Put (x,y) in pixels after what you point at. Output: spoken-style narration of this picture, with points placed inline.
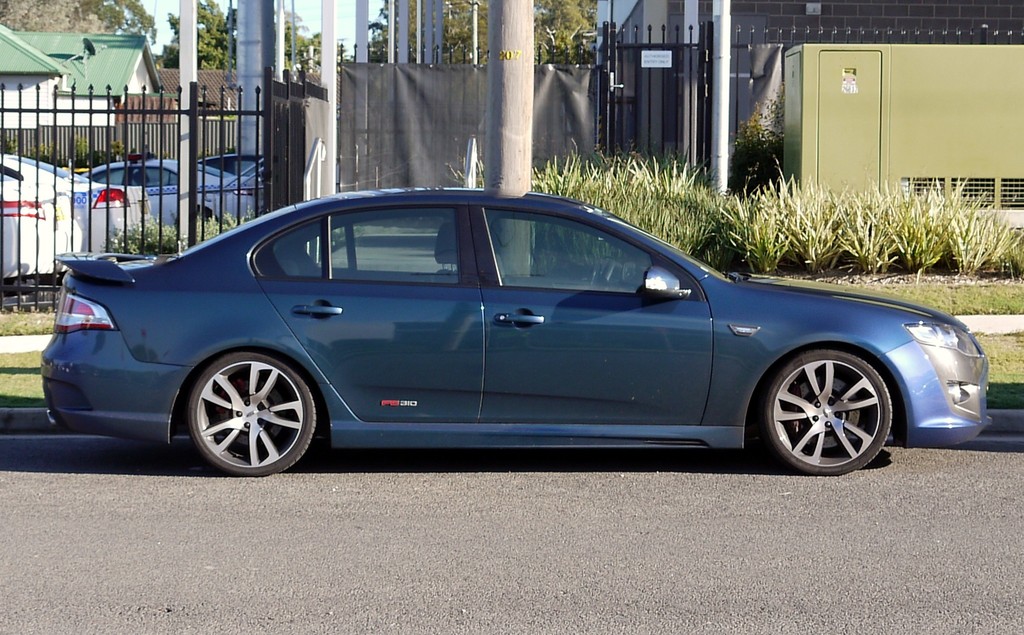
In this picture we can see a car (405,430) on the road (368,460). Behind the car (402,301), there are poles (525,2), iron grilles (619,140), plants (746,129), grass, houses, trees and the sky (348,38). On the right side of the image (854,106), there is an object (851,138). On the left side of the image (116,185), there are vehicles (92,186).
